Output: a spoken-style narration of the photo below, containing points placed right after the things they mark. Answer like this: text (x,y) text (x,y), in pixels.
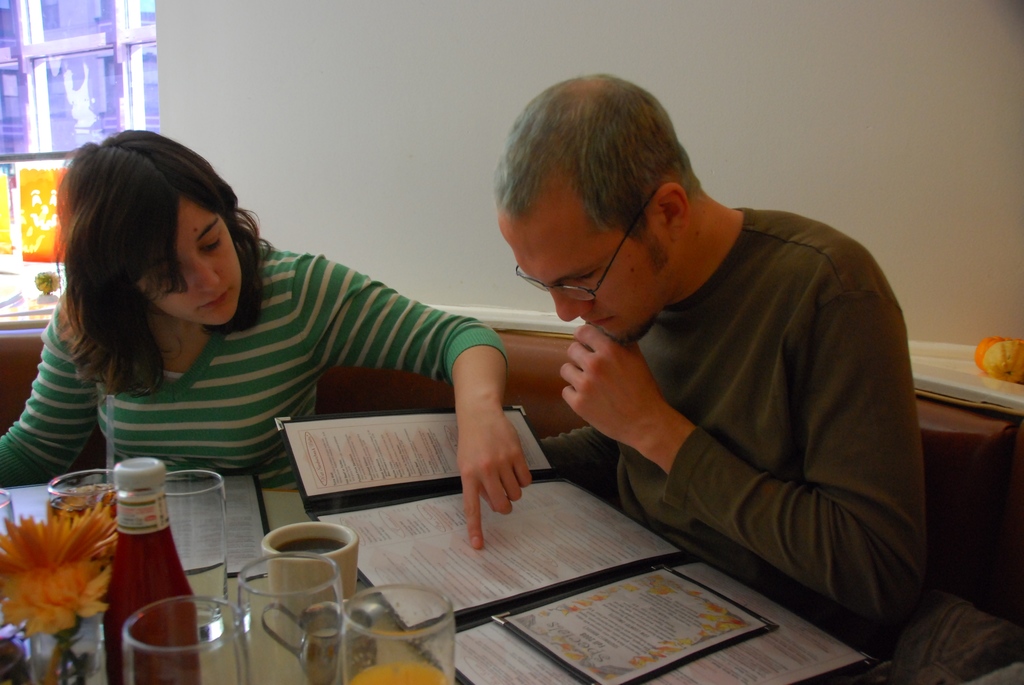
In this image I can see a person (716,412) wearing a t-shirt (753,334) and glasses (576,297) is sitting on the couch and a woman (297,404) wearing a green dress (261,383) sitting on the couch (334,409) in front of a table (228,537), on the table (255,549) i can see the menu (554,570), few glasses (428,605), a bottle (180,577), a flower (103,566) and a cup (276,550), in the background (353,153) I can see the wall (353,75) and the window (62,52).
